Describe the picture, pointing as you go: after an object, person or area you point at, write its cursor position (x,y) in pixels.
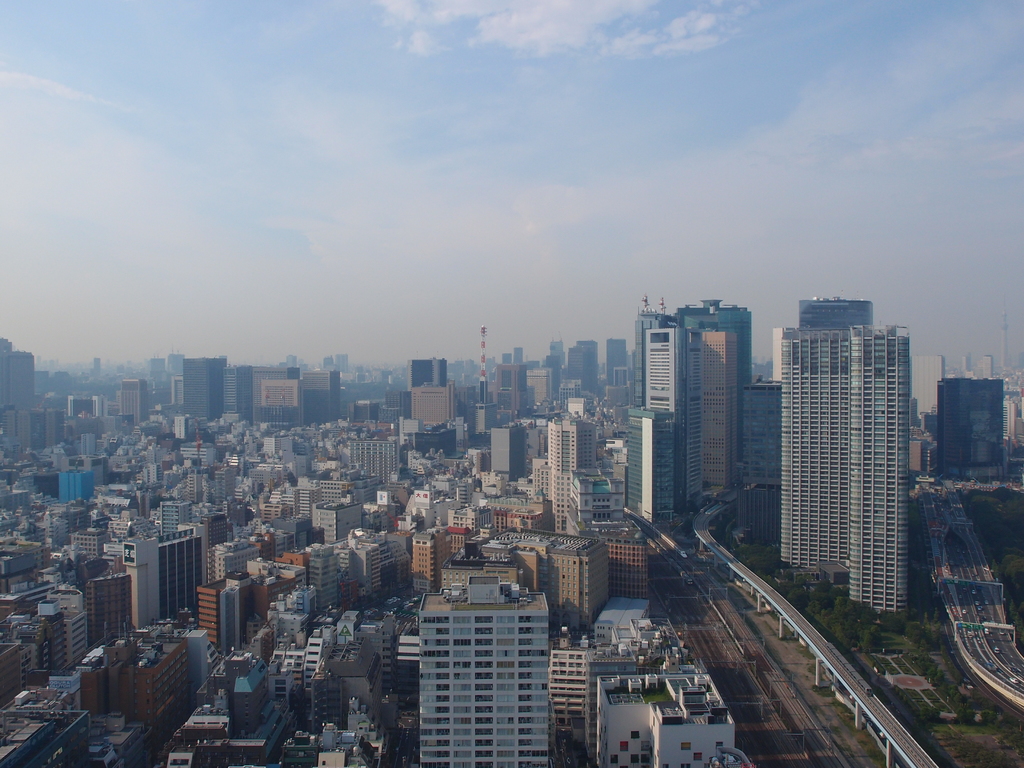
In this image we can see the aerial view of a city (294,630). At the top of the image (554,172) we can see sky (372,195) with clouds (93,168). At the bottom of the image (171,597) we can see buildings (296,491), skyscrapers (492,464), trees (784,577), roads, pillars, plants (919,671), ground (900,682) and towers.
